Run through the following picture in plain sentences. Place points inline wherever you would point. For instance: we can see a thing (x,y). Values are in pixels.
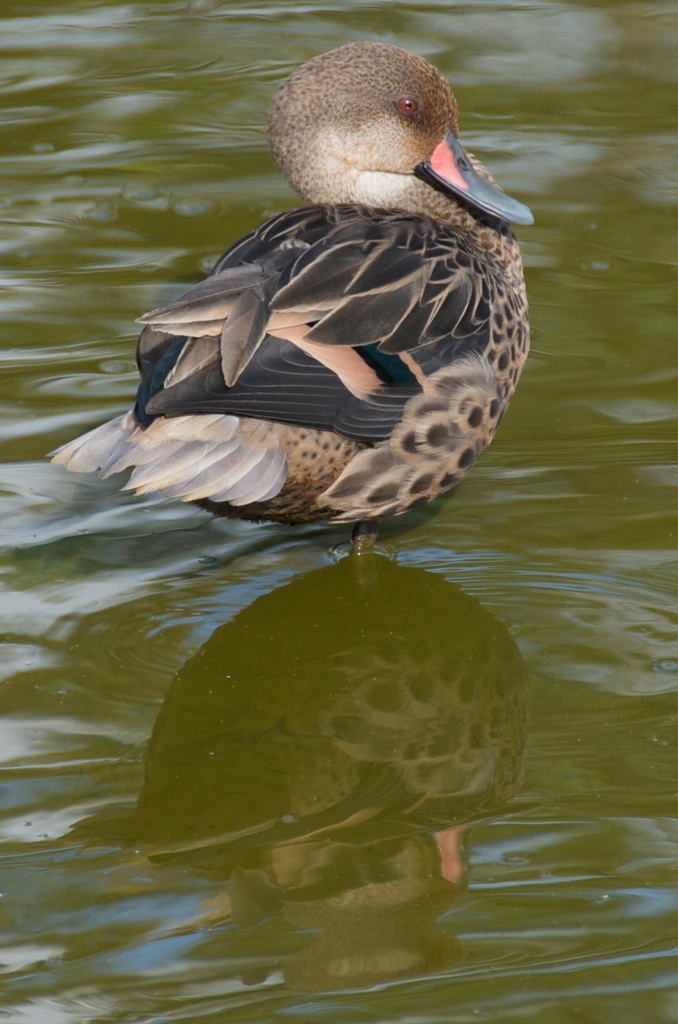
In this image we can see a duck (322,198) standing in the water (315,808).
